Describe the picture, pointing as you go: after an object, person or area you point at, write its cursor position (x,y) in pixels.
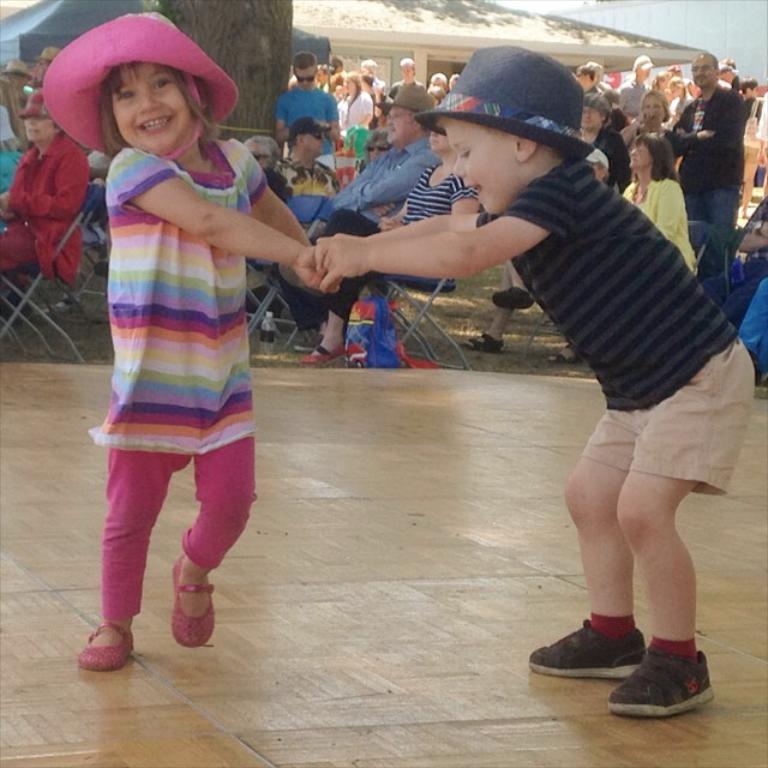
In the middle of the image (299,280) two kids (484,202) are standing, smiling and holding hands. Behind them few people (749,240) are sitting and standing. At the top of the image (334,47) we can see some buildings (555,45) and tree (267,44).
